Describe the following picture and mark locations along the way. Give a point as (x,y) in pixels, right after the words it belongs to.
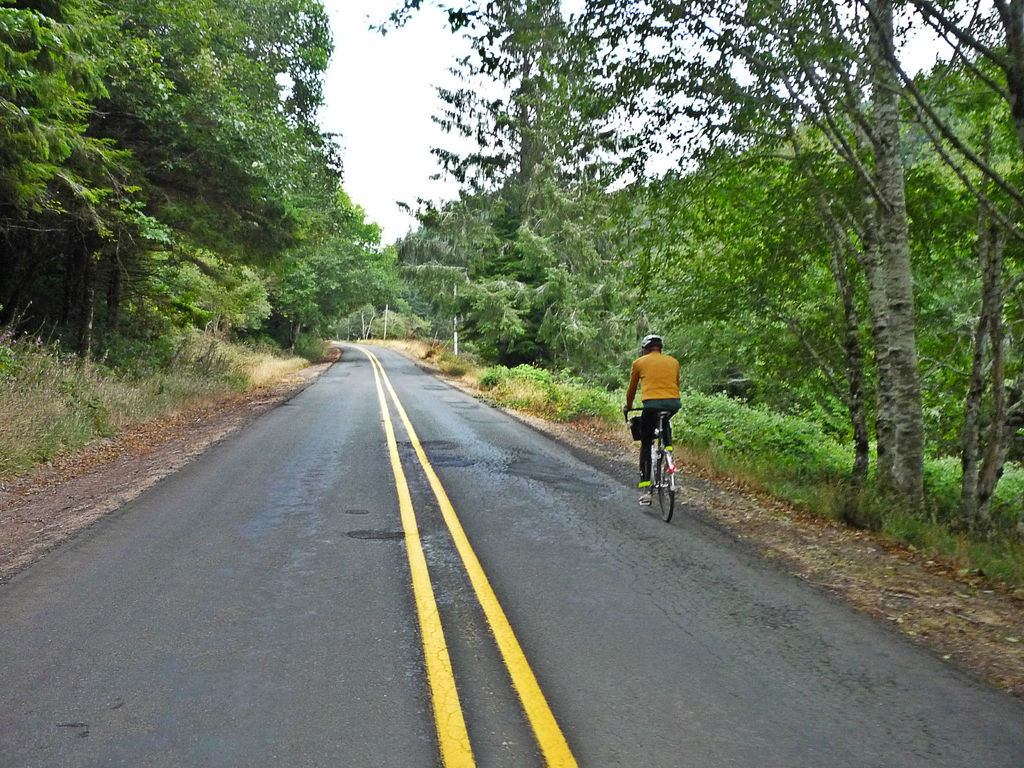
As we can see in the image there is a road (352,434), grass (167,376), trees (349,267), sky (367,46), a man (634,373) wearing helmet (657,342) and riding bicycle (656,465).
